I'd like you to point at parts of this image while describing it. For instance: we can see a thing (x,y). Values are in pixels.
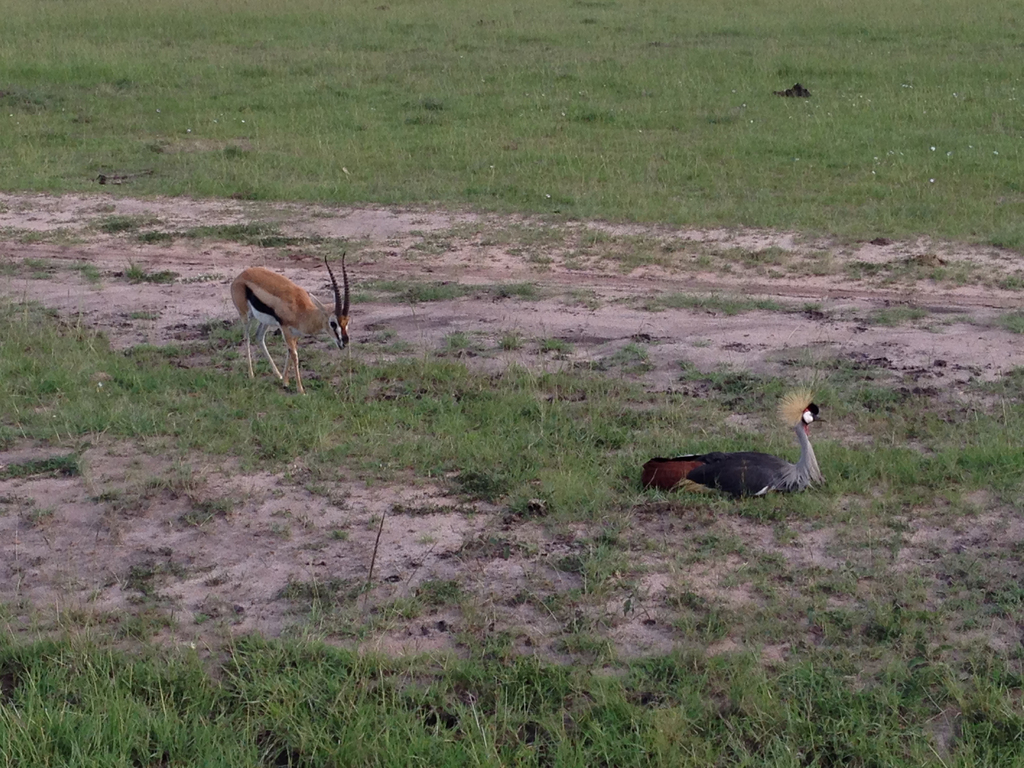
In this image we can see the deer (282,298) and a bird (812,448). And we can see the grass (504,444).
